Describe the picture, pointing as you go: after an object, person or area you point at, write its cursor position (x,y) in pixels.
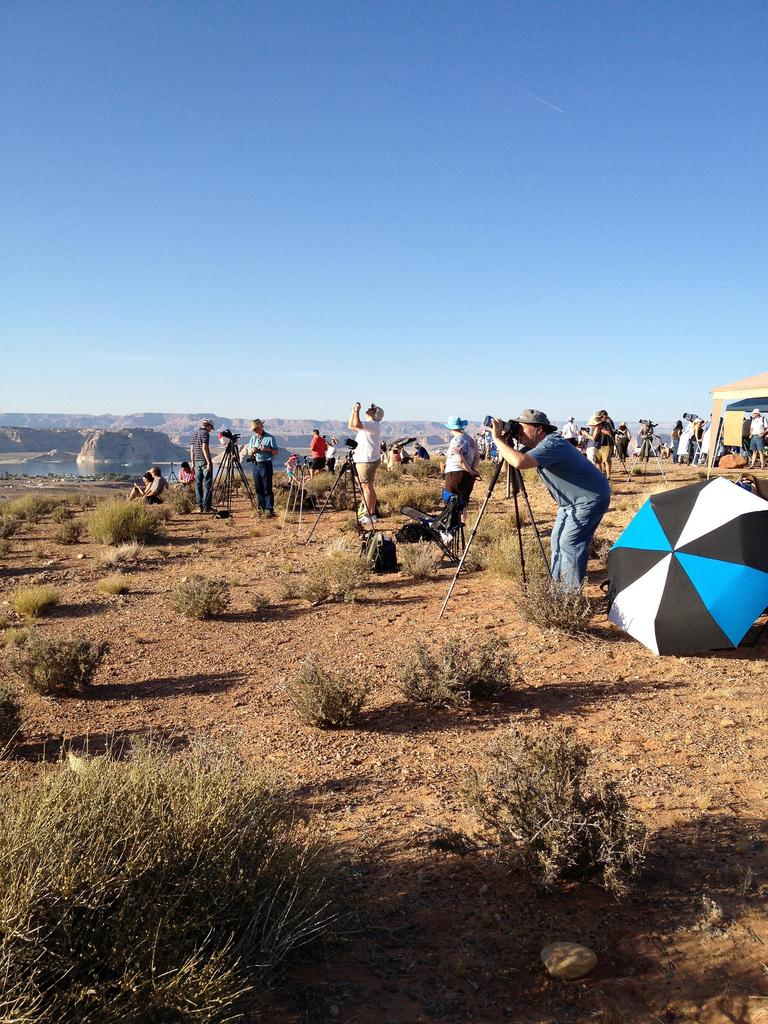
This picture describes about group of people (551,489), few are standing and few are seated, in front of them we can see few plants (217,755), and few people (526,463) holding cameras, on the right side of the image (698,529) we can see an umbrella (706,532) and a tent (748,381), in the background (170,414) we can find few hills (136,435).
